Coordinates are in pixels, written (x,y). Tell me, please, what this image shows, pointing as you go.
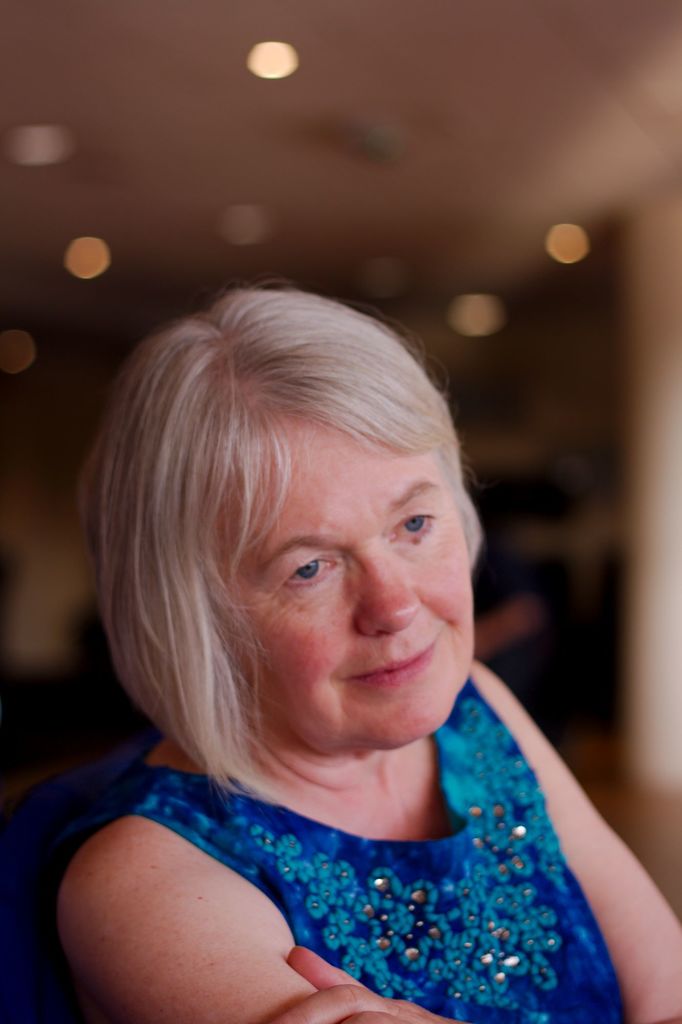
In this image, I can see the woman (439,896) smiling. The background (529,299) looks blurry.
